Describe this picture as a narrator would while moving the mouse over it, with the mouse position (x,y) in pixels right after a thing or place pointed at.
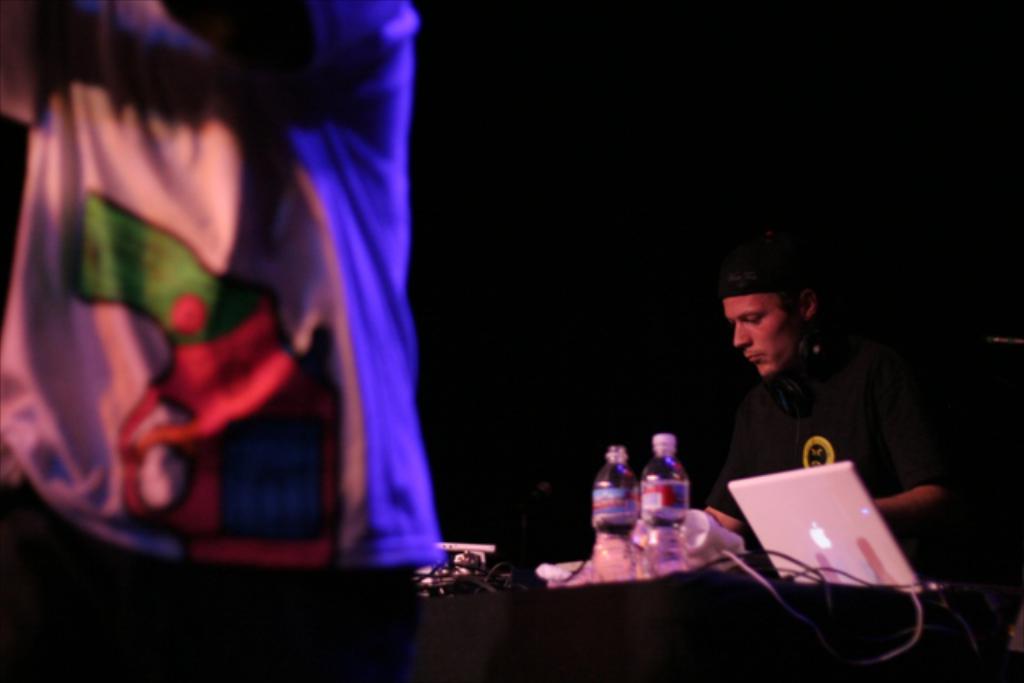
In this image there is a person (753,468), laptop (756,483), bottle (665,520), napkin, cables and there is dark back ground (491,439) and another person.
